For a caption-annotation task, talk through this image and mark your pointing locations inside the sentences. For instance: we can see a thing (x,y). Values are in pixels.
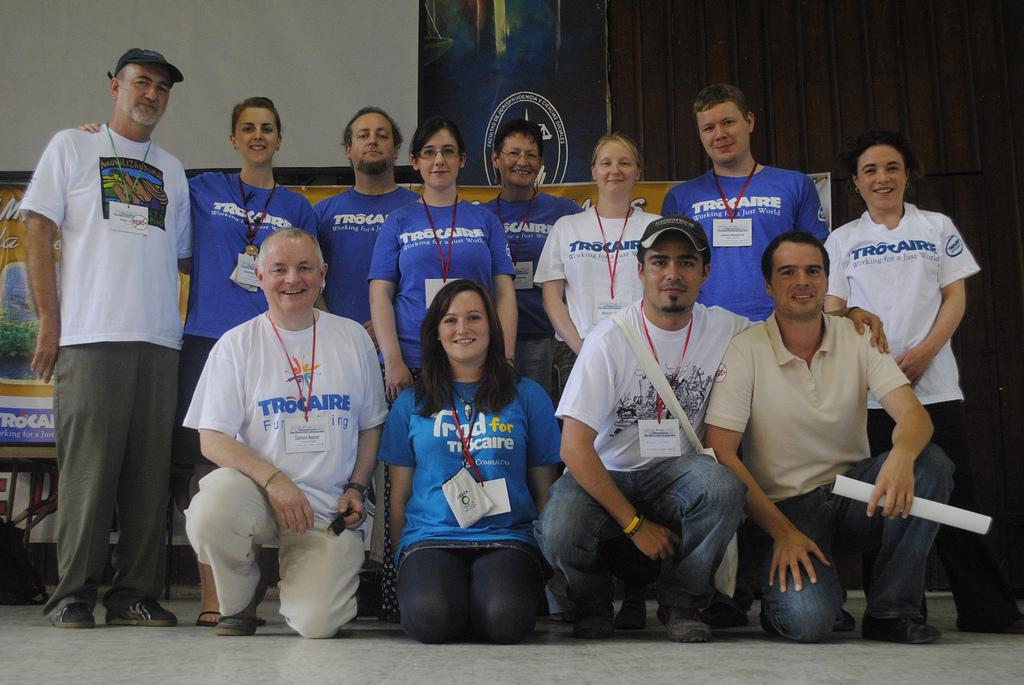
This picture might be taken inside the room (996,257). In this image four people (432,403) are in squat position and group of people (720,264) is standing on the floor (278,672). In the background (2,349), we can see a hoarding (2,349), curtains (1009,46) and a wall (352,76).
